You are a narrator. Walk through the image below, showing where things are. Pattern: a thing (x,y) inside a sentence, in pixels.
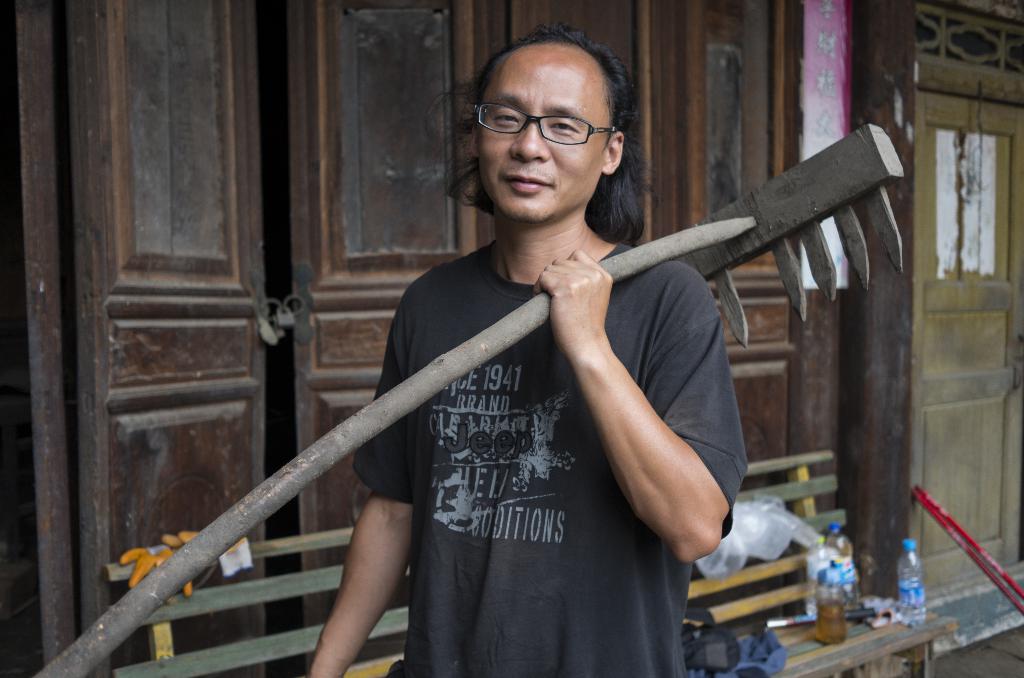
Here we can see a man (492,387) holding a tool (396,407) and he has spectacles (579,125). In the background (390,166) we can see a door (932,462), bench (225,649), and bottles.
